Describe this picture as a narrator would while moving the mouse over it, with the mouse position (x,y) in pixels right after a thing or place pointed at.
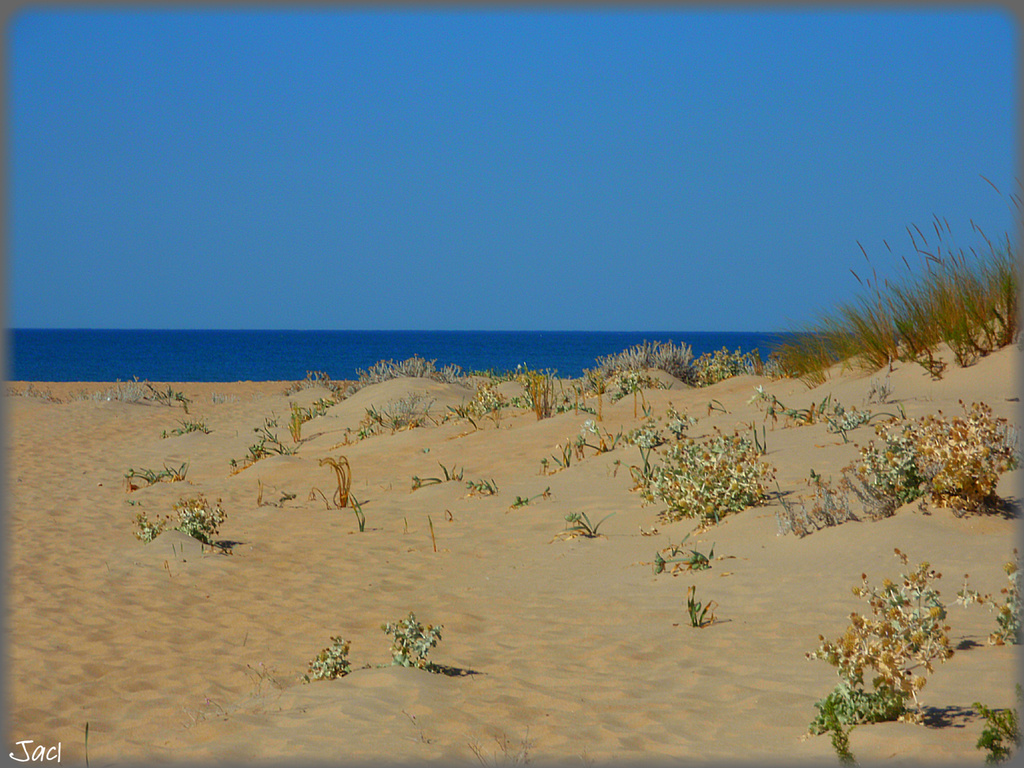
Here we can see plants (741,491) and this is water (479,356). In the background (393,253) there is sky (675,239).
